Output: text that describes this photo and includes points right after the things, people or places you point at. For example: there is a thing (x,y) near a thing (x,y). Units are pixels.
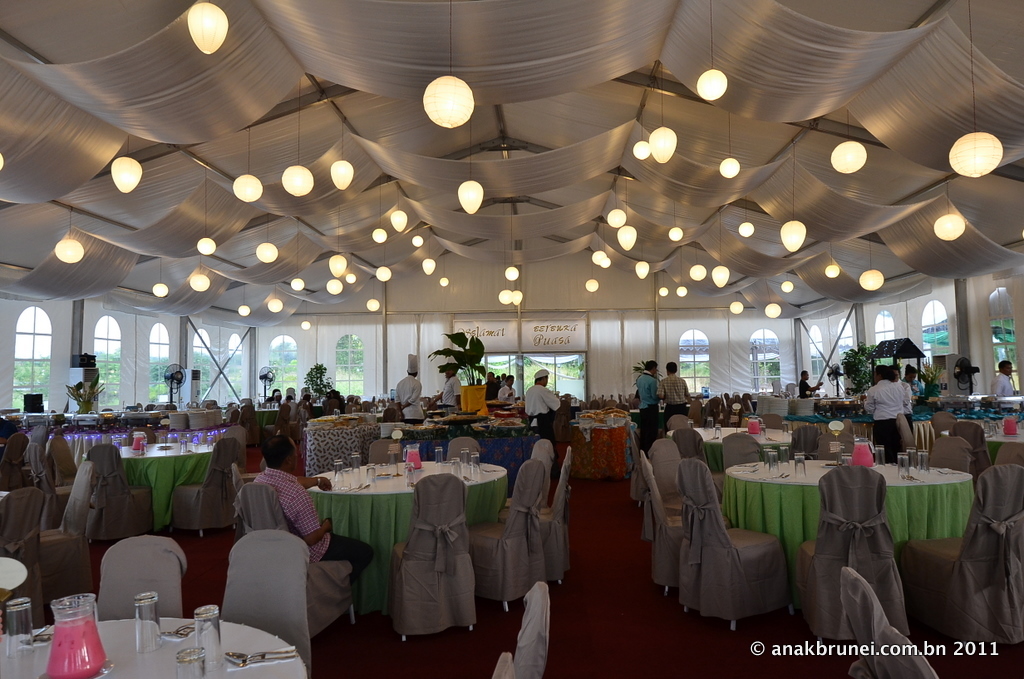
There are few people (309,480) sitting on the chairs (691,460) and few people (898,404) standing. These are the lights (205,39) hanging to the rooftop (424,195). There are tables (363,430) covered with cloth (367,494). I can see a jug (81,646), glasses (208,660), spoons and few other things (273,657) on the table (124,657). This looks like a table fan (179,377). I think these are the houseplants (474,342). At the rooftop (72,115) I can see the cloth (146,121) arranged, which is hanging. These are the windows (279,346). This looks like a carpet (617,627) on the floor (578,623).
